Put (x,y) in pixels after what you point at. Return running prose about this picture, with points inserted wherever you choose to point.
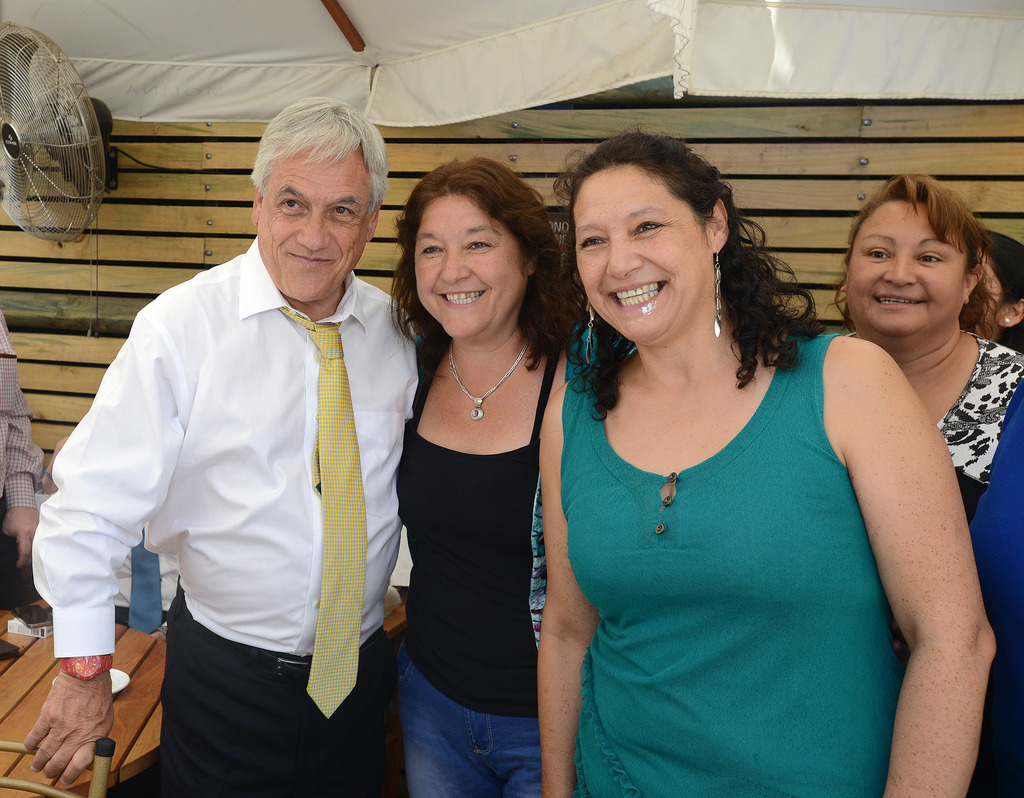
In this image we can see the people (560,383) standing near the table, on the table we can see few objects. In the background (70,119), we can see a table fan (67,159) attached to the wall (240,194). At the top (515,27) we can see a tent (765,37).
